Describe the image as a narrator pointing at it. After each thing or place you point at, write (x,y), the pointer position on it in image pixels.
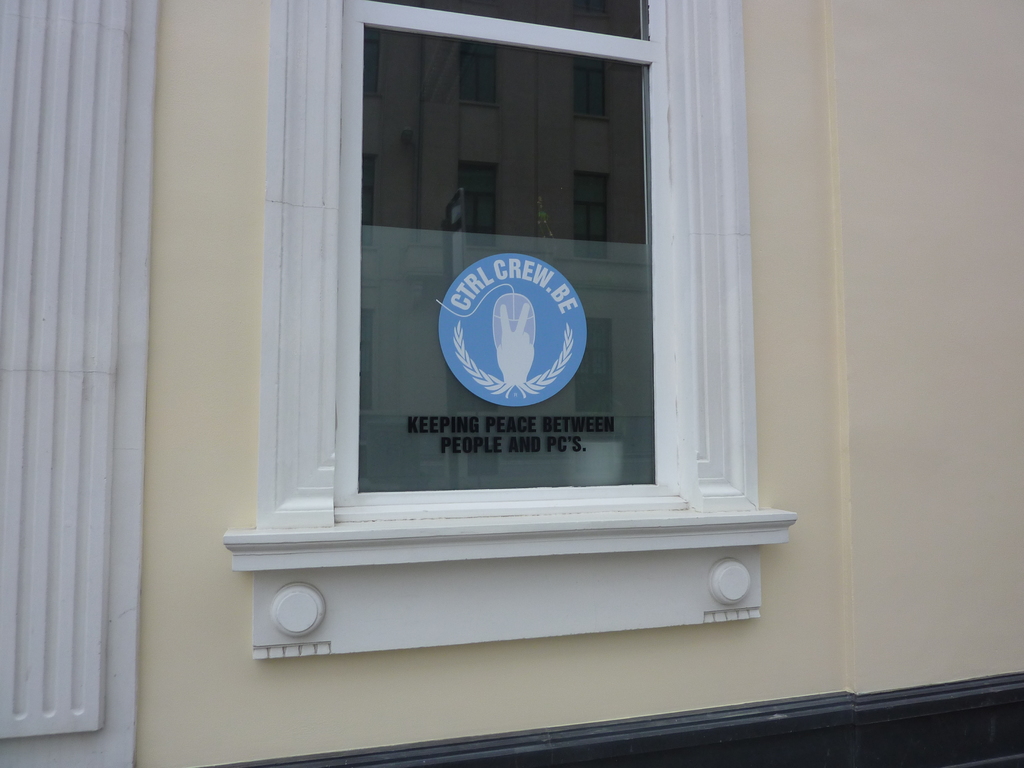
In this image we can see a wall (1021,504) and there is a glass (595,462) placed on the wall (976,103). We can see an emblem (482,363) on the glass (440,294).
